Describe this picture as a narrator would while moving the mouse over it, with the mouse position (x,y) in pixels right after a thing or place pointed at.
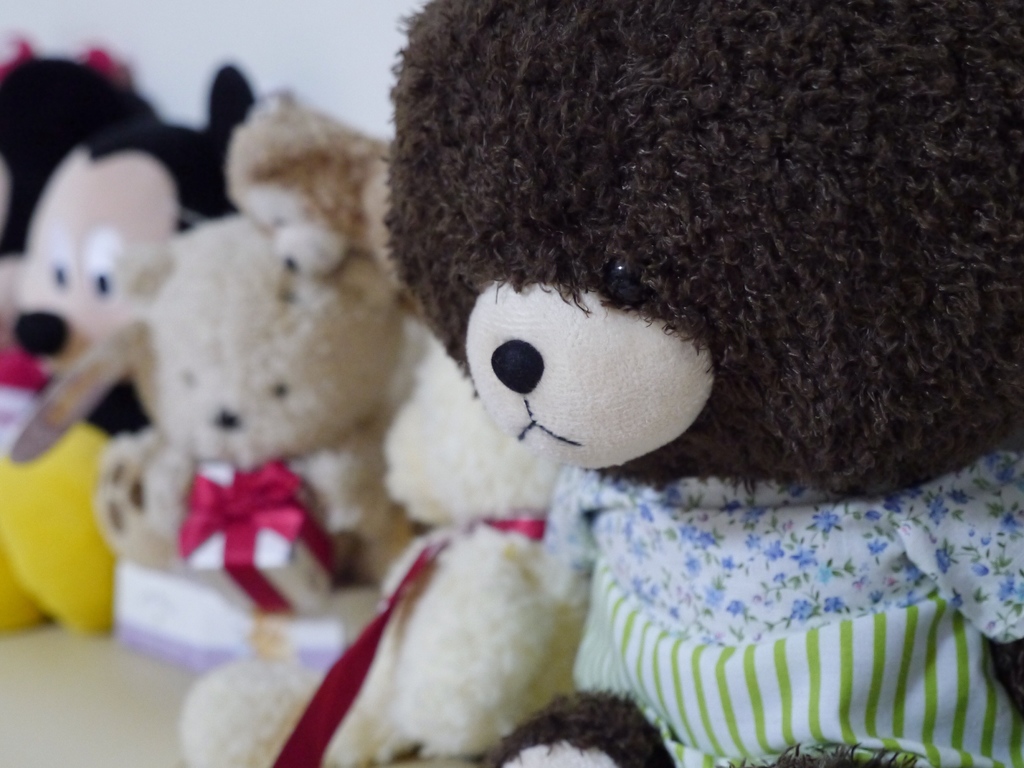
In this picture we can observe teddy bears (434,345) and a mickey mouse (93,319) placed on the floor (98,689). We can observe a brown color teddy bear (608,220) and cream color teddy bears (294,386) here. In the background (302,39) there is a wall (253,35).
